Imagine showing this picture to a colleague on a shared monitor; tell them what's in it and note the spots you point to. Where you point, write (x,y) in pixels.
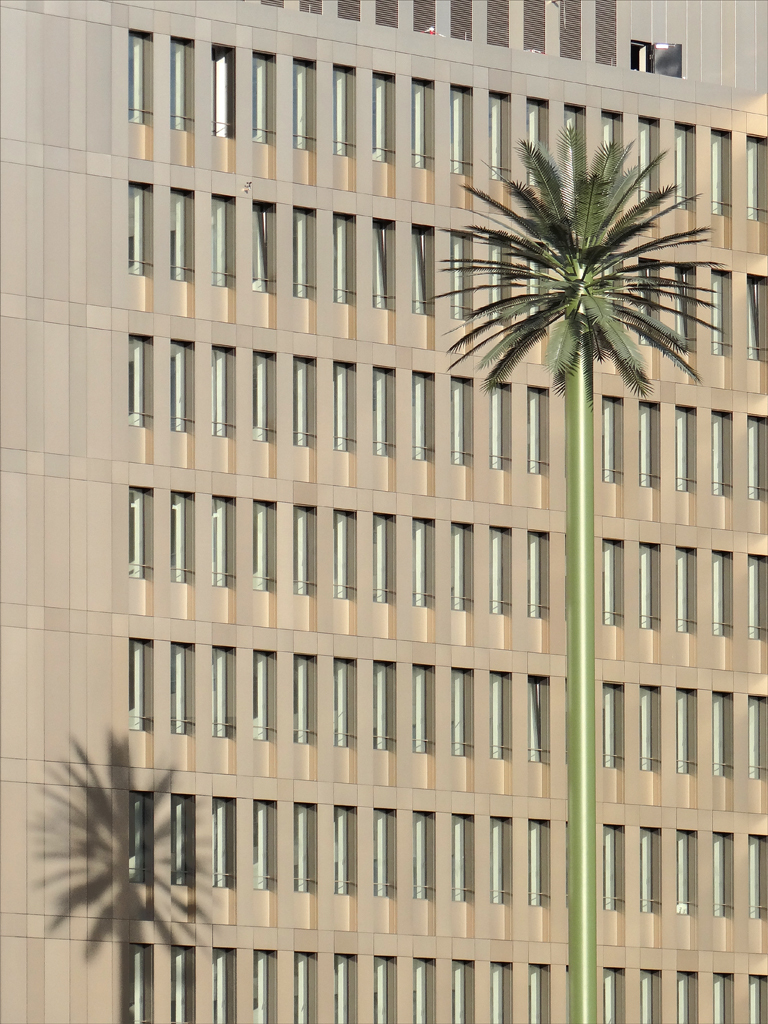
In this image we can see a building (263,616) with windows (258,140). In front of the building (541,604) there is a tree (566,271). On the left side of the building (177,886) there is a shadow (173,942).
